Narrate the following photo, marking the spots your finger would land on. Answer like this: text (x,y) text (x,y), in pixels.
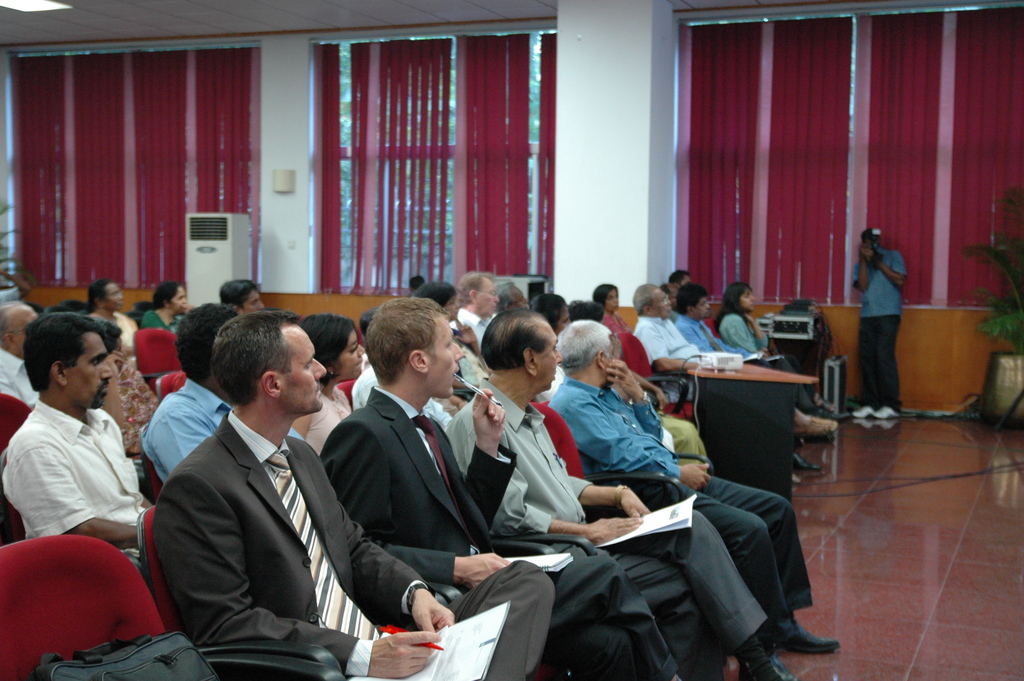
In this image there are many people (182,518) sitting on the chairs (103,591). They are holding books (456,656) and pens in their hands (468,572). In front of them there is a table (725,384). There is a projector (726,359) on the table (719,407). To the extreme right there is a houseplant (1023,347). Beside the house plant (1003,358) there is a man (876,313) standing and holding a camera (872,239) in his hand (866,253). In the background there is a wall (289,105). There are window blinds (423,132) to the glass windows (748,154). There is a air cooler (227,252) near to the wall (277,237).
